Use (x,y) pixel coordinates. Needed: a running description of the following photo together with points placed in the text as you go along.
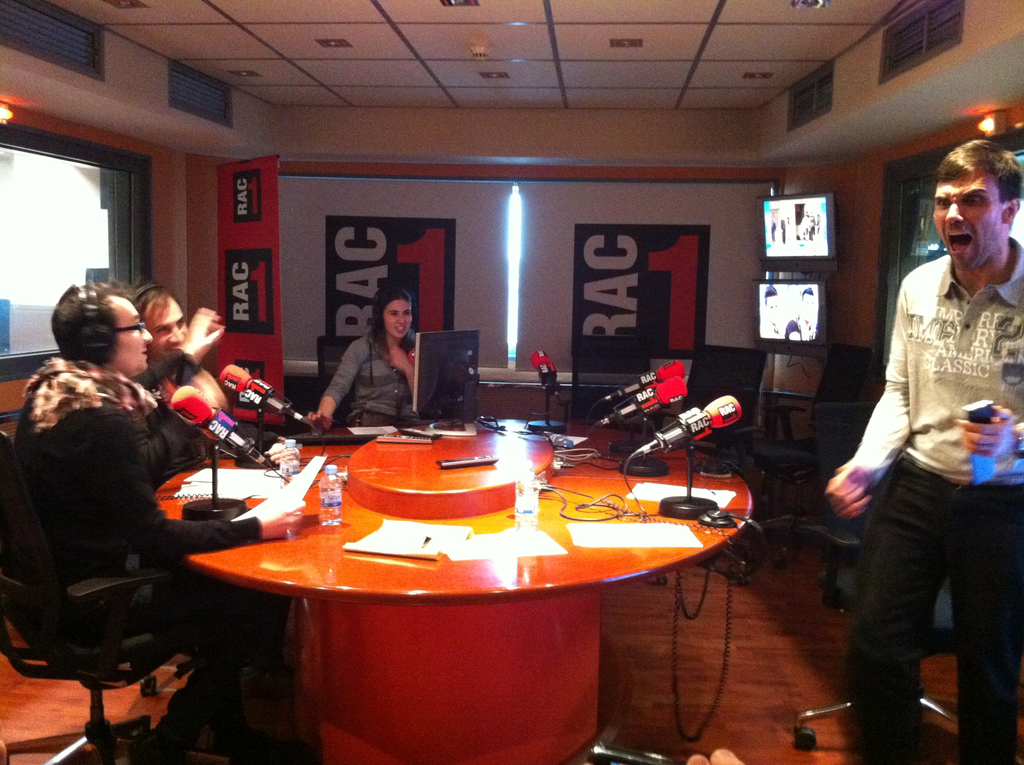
In this picture there are three people (372,340) sitting on a chair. There is a mic (242,443), computer (439,402), bottle (332,488), papers (516,537), remote (484,462) on the table (458,482). There is a man (905,459) holding an object (982,416) and standing. There is a light (998,130) and a television (787,232).
